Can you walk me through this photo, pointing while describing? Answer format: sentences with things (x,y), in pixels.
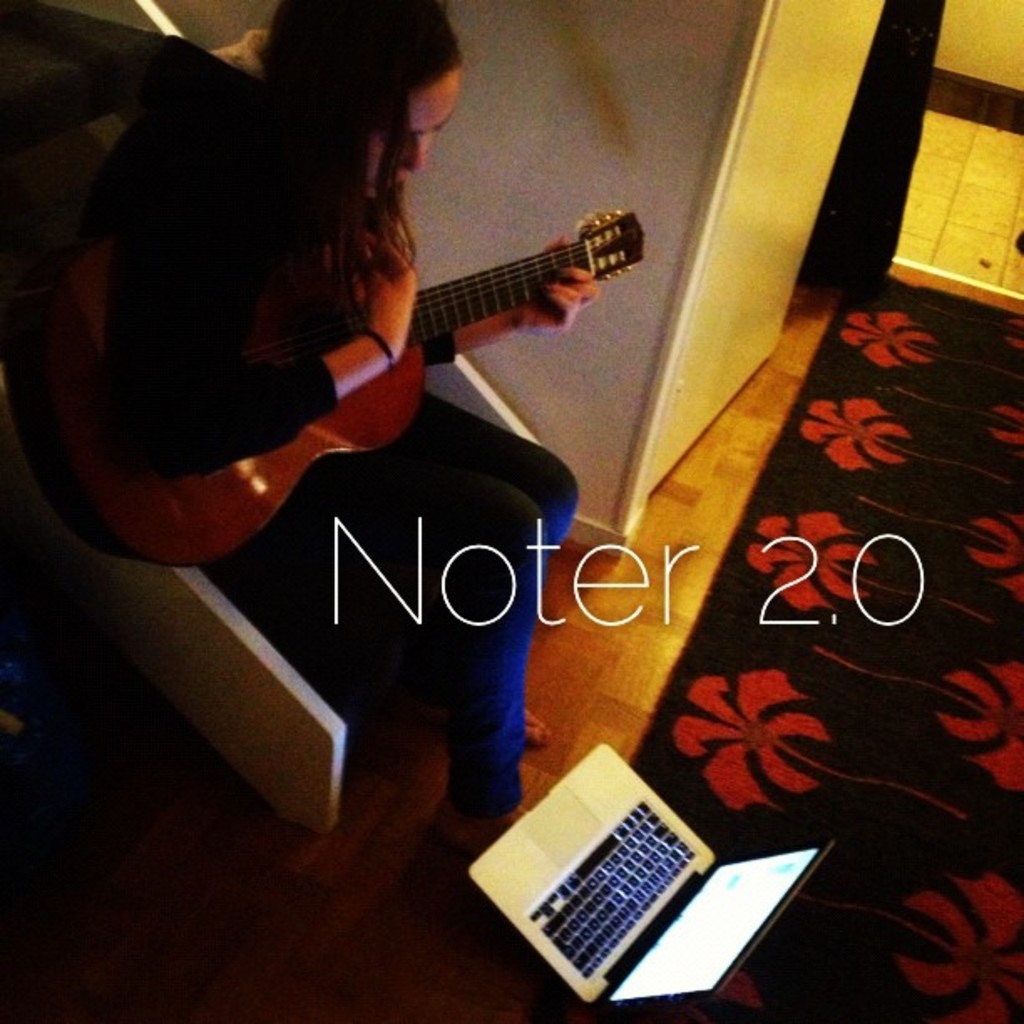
In this image we can see a woman (495,796) sitting on a staircase (151,607). She is having a guitar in her hand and she is looking at this laptop (529,888) which is on the floor (541,761).
